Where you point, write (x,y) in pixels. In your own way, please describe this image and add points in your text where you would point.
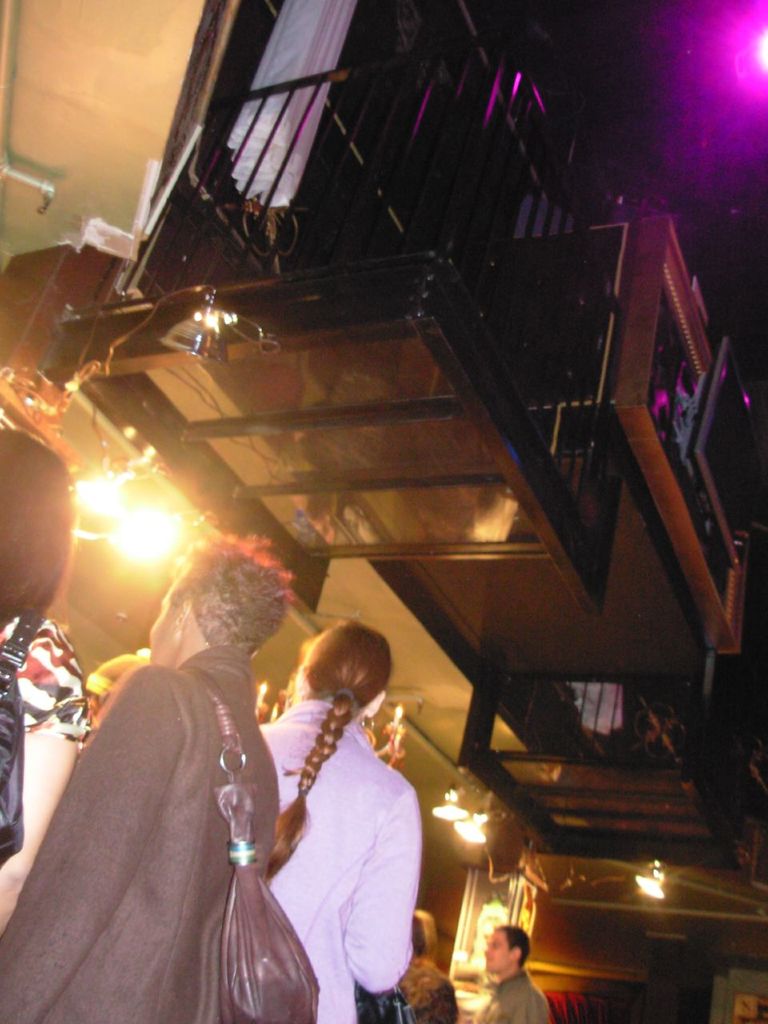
In this image at the bottom (53,773) there are group of people (109,842), some of them are wearing handbags (241,817). And in the center (442,507) there is a building (503,471), railing (373,258), clothes (255,89), lights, and there is black background (748,249). On the right side of the image (750,49) there is light (742,61).
